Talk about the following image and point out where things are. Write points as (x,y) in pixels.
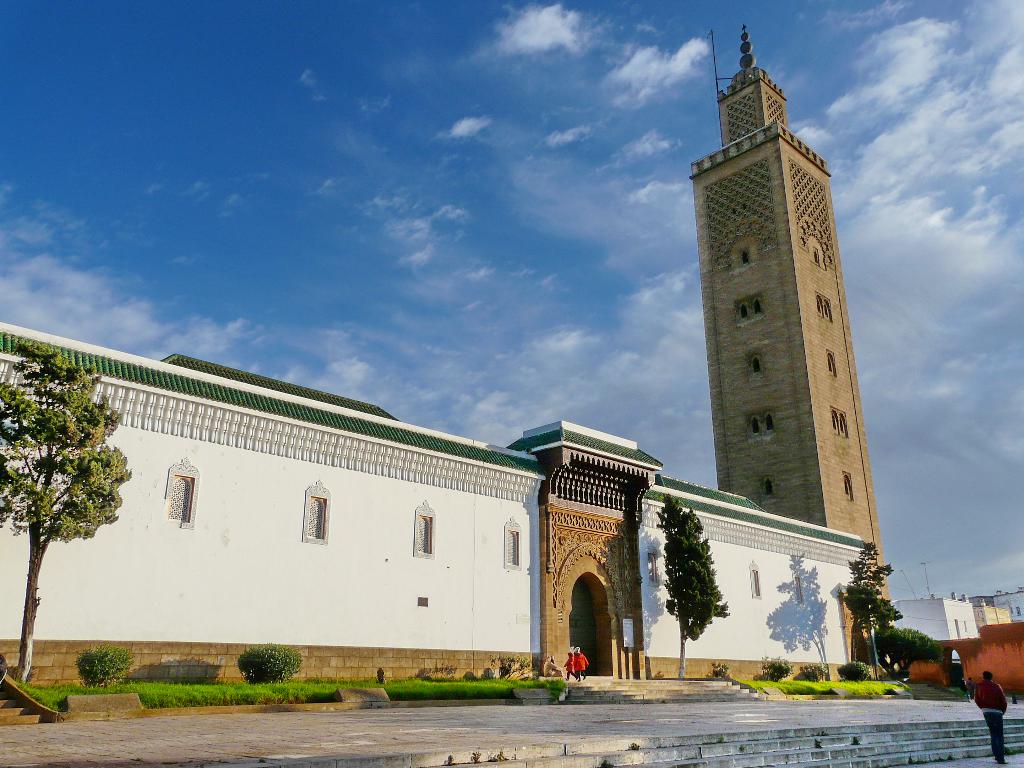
In this image I can see few stairs (862,747), few persons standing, some grass (493,694), few trees (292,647) which are green in color and few buildings (779,577). In the background (894,449) I can see the sky (405,284).
